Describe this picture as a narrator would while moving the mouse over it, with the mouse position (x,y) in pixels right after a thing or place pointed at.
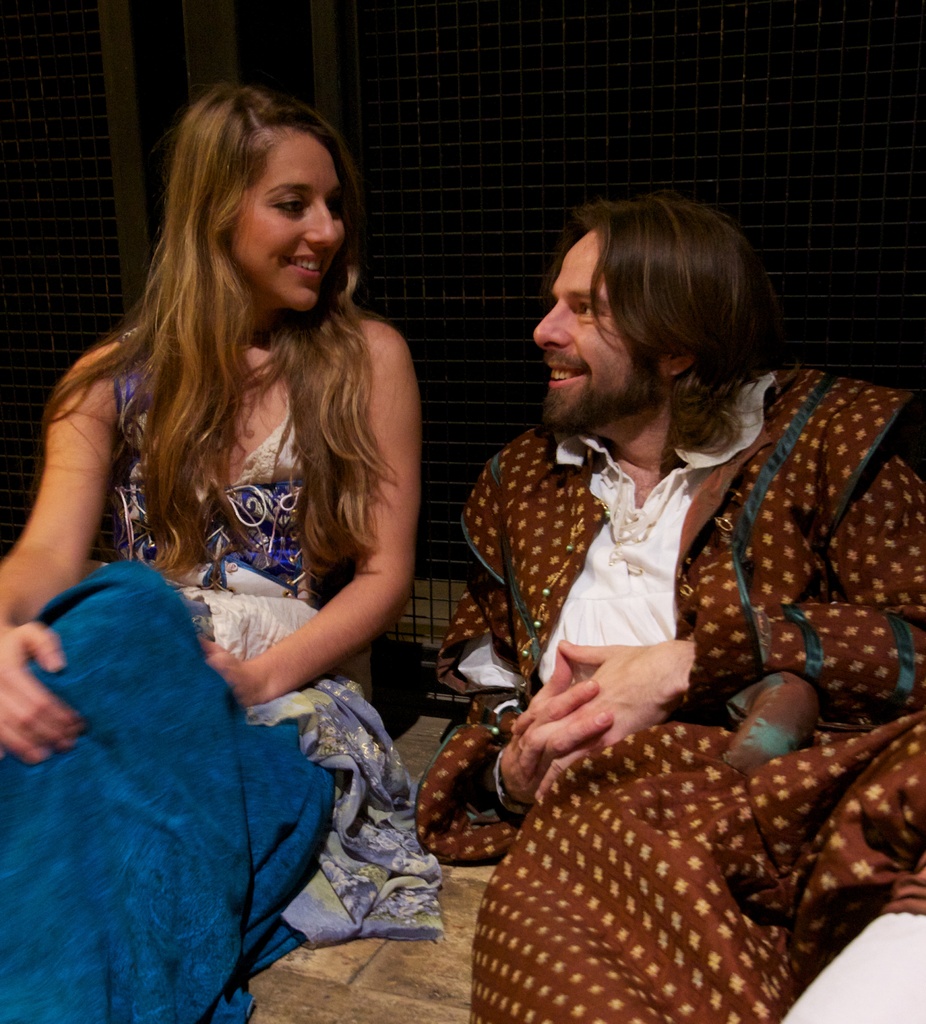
In this image, we can see a man (572,536) and a lady (231,564) sitting and smiling.
